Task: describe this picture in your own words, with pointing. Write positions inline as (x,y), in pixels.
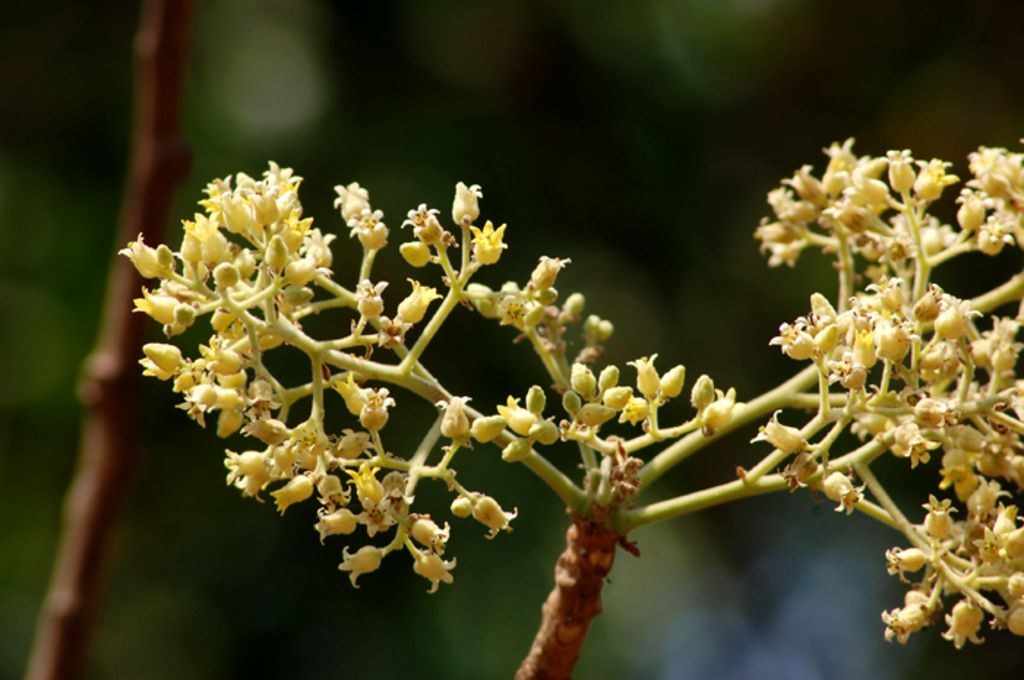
In the image we can see a stem (556,614) of the plant (562,583) and these are the flowers (210,396), and the background (536,516) is blurred.
